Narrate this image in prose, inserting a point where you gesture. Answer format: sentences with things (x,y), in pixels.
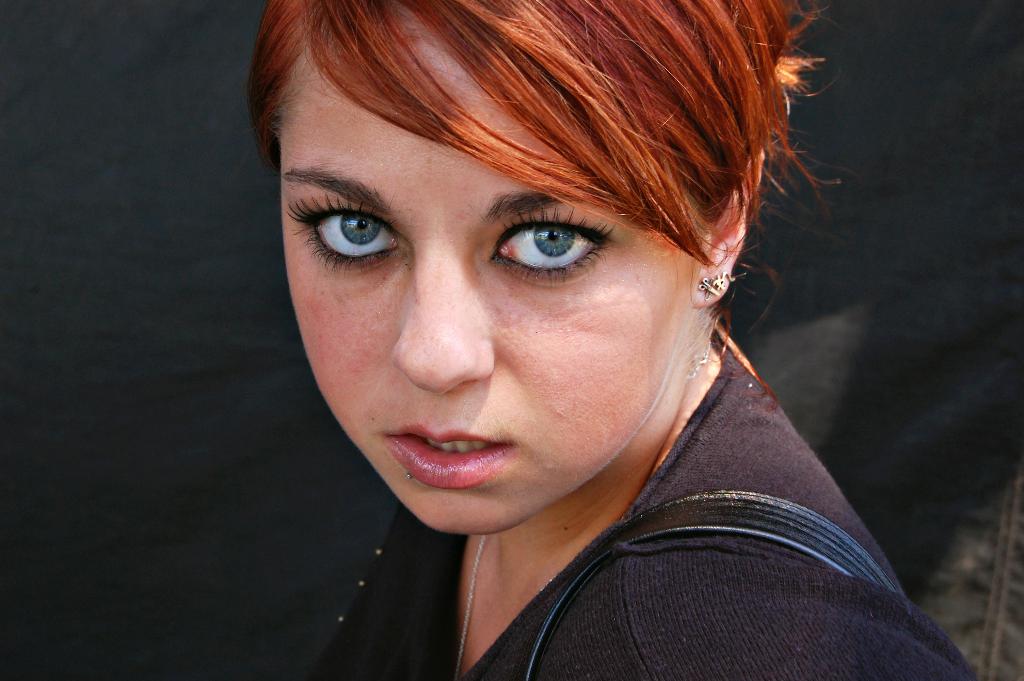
In the image there is a woman (450,385), she has blue eyes (536,226) and her hair (396,74) is in red color. The background of the woman (784,564) is blur.
